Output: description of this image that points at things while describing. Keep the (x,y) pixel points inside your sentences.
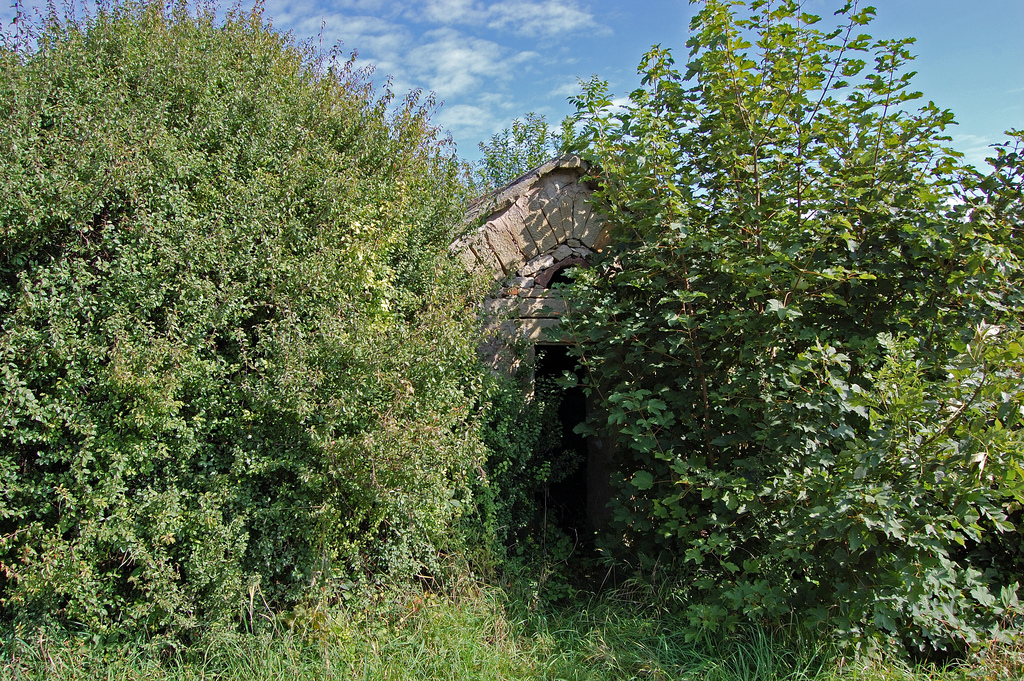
In this image, we can see house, trees (450,503) and plants (800,573). Background (1004,69) there is the sky (532,70).
